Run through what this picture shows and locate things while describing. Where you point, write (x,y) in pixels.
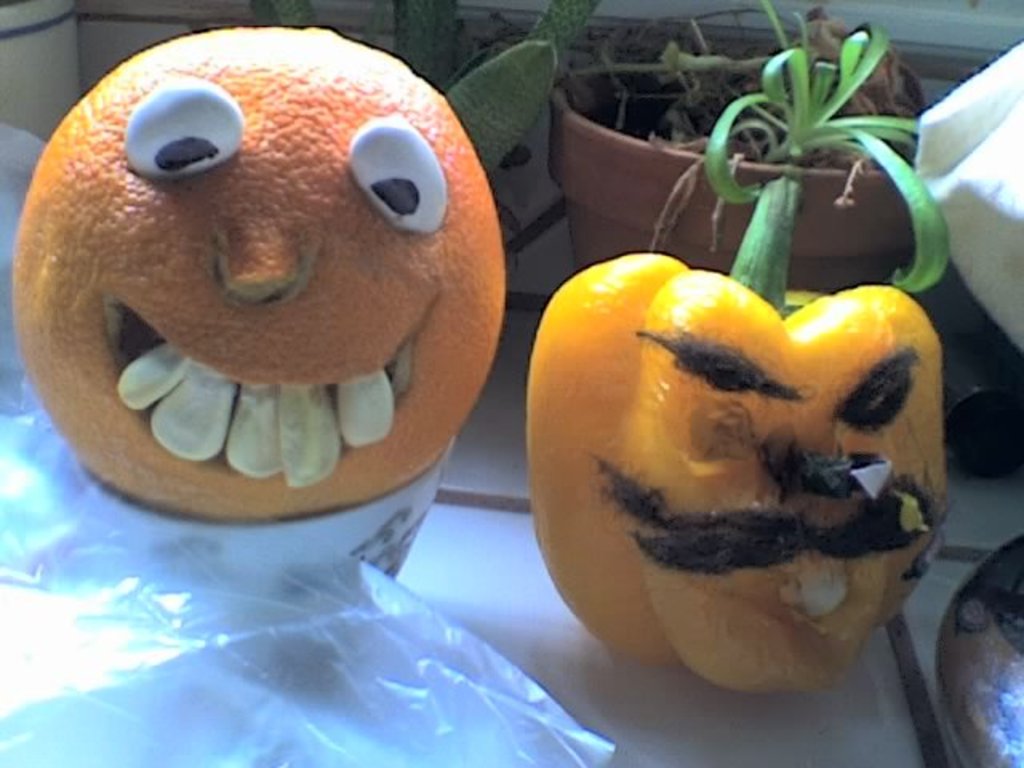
In this image, we can see a capsicum (541,375) and an orange (289,283), we can see some flower pots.
